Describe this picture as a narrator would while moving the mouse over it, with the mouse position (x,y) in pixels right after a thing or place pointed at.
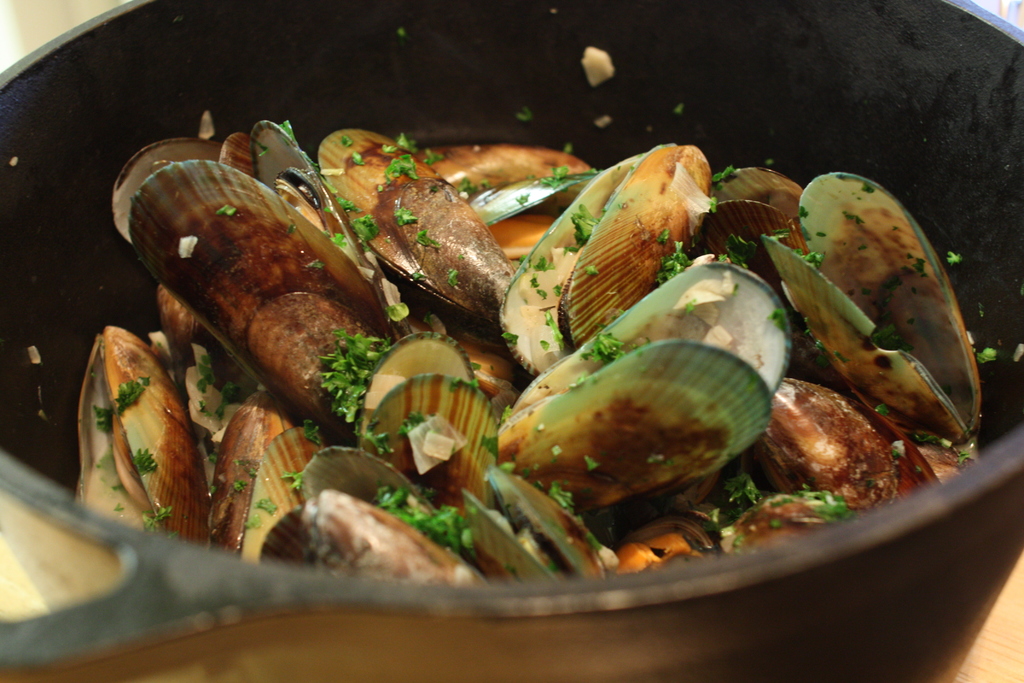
There are leaves pieces (370,355) and shells (126,373) on a pan (27,442). And the background (17,19) is blurred.
